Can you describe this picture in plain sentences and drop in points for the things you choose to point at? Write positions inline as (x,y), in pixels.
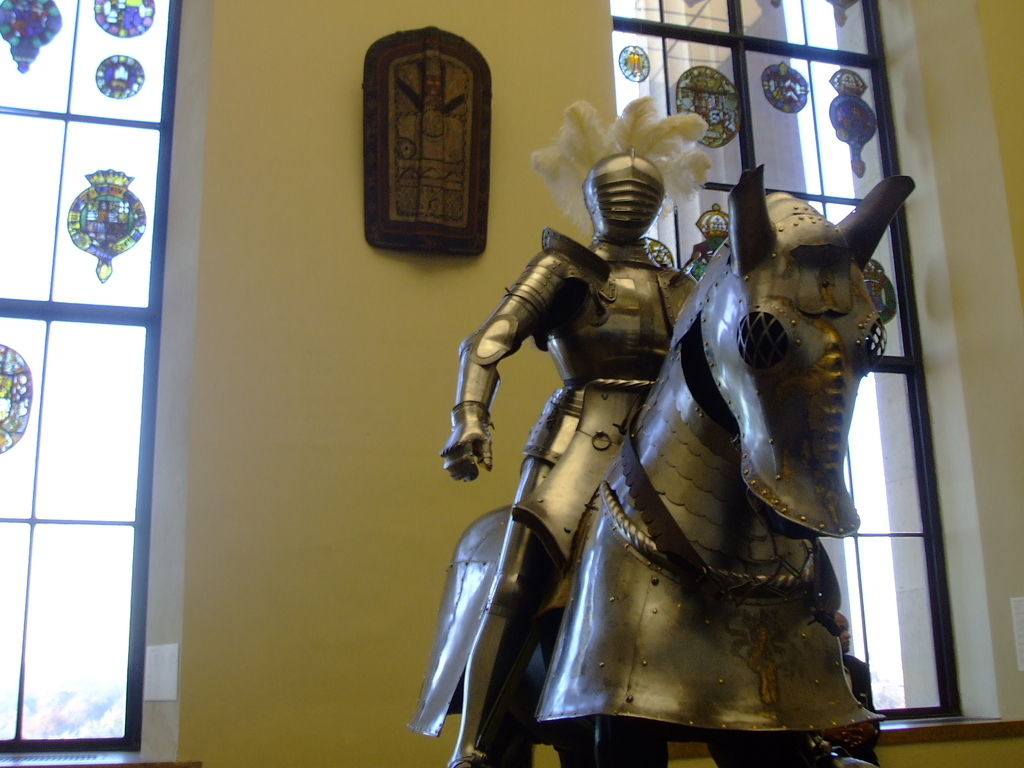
In this picture we can see a armor (695,497) in the background (408,473) we can find few windows (106,154) and a wall (321,480).
